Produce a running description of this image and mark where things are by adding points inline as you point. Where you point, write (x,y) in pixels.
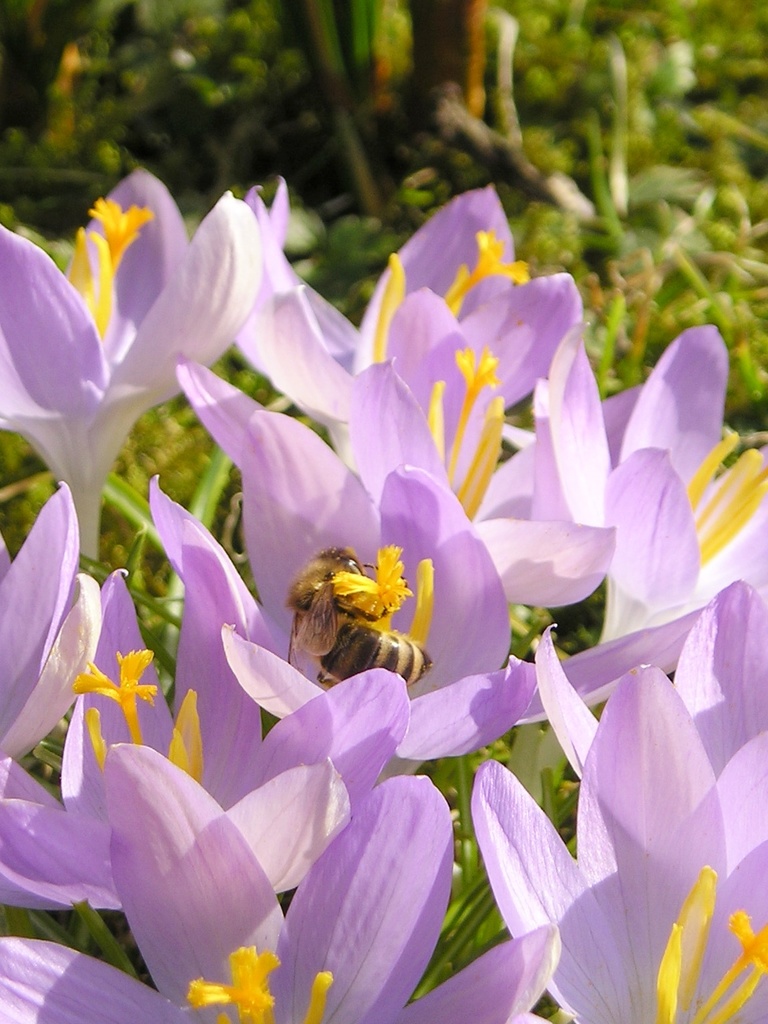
In this image, we can see some flowers (581,432). There is a bee (330,558) in the middle of the image (334,558). In the background (393,60), image is blurred.
